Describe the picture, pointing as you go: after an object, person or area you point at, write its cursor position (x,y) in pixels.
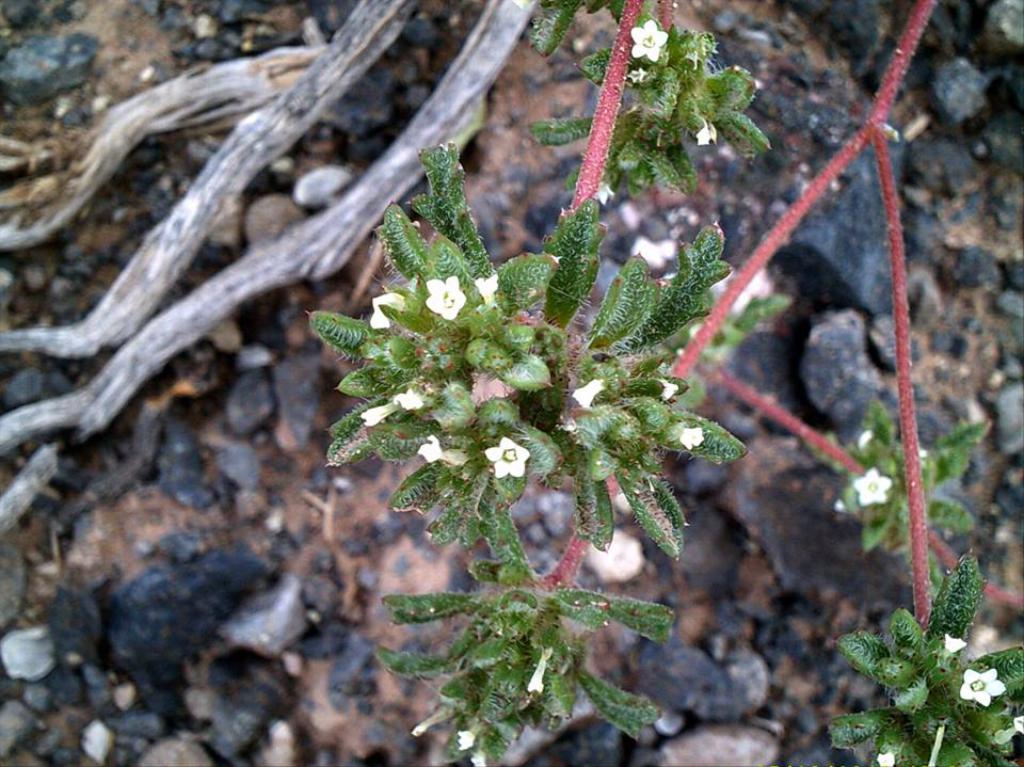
In this image, we can see some small white color flowers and there are some green leaves (490,543), in the background (443,99), we can see wood (150,243) and some stones (779,616) on the ground (205,140).
